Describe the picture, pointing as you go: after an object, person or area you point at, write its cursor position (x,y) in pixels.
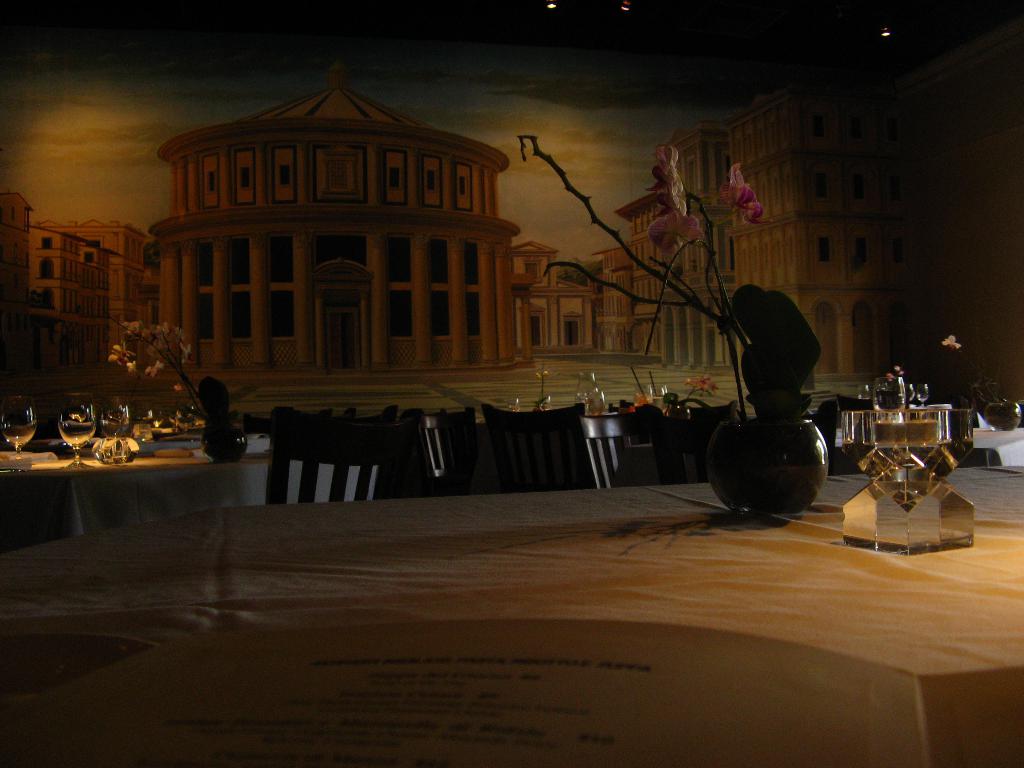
In this image we can see there are tables (702,580), on the table (741,556) there is a cloth (148,462), glasses (75,445), potted plants (793,459) and stand (925,432) made of glass (907,514). At the back (441,197) there is a poster (219,205), in that there are buildings (236,252). At the top (619,44) there is a ceiling (605,40) with lights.
